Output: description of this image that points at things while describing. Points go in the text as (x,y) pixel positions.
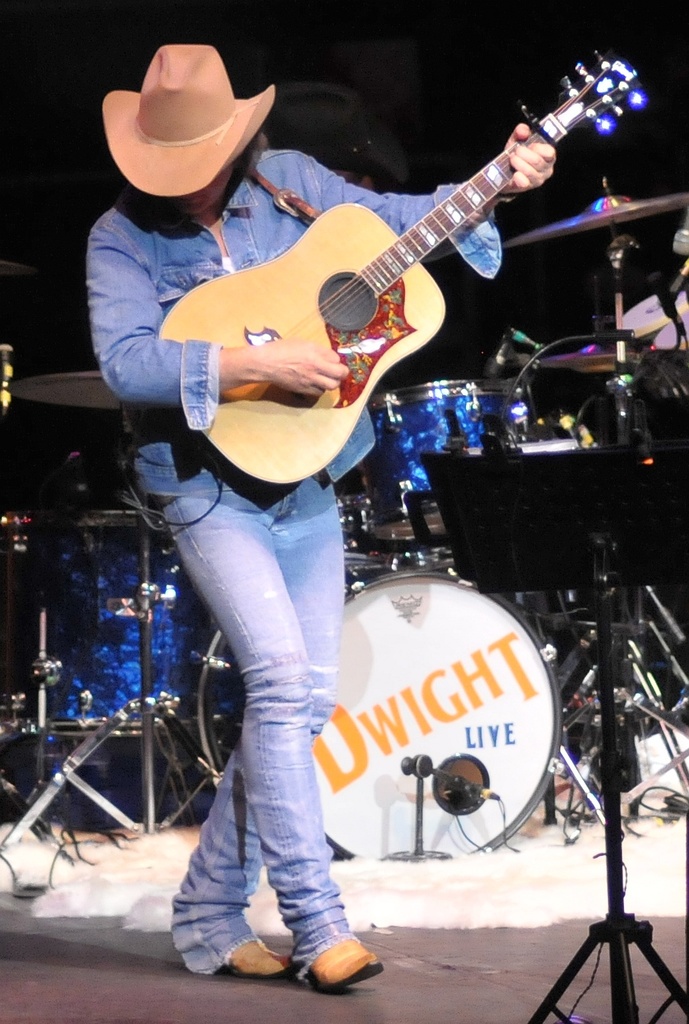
This image is clicked in a concert. In this image there is a person (173,223) walking and playing guitar (243,270). In the background (375,573), there is band setup (145,563). To the right (624,920), there is a stand (620,826). The person (160,466) is wearing blue dress (235,830).
